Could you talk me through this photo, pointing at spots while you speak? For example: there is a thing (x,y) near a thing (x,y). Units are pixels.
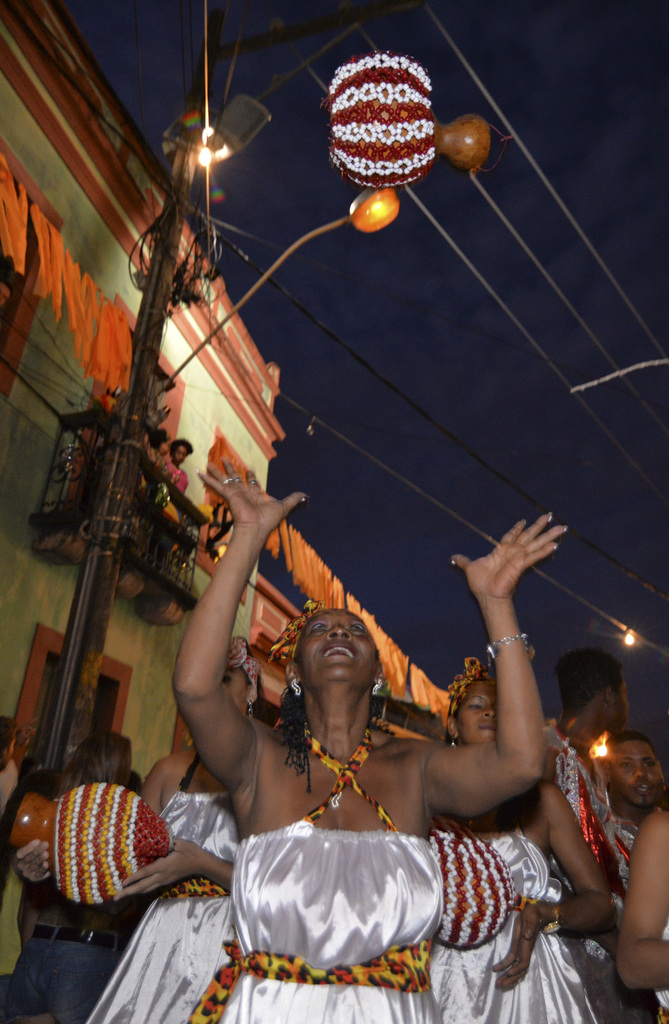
In this picture, we can see a few people (330,799), and a few (190,784) are holding some objects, among them a person (305,808) is about to catch an object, we can see building (189,477), with windows (77,483), fencing (77,483), poles (108,482), lights (217,165), wires (243,21), flags (24,235), and the dark sky (507,461).
